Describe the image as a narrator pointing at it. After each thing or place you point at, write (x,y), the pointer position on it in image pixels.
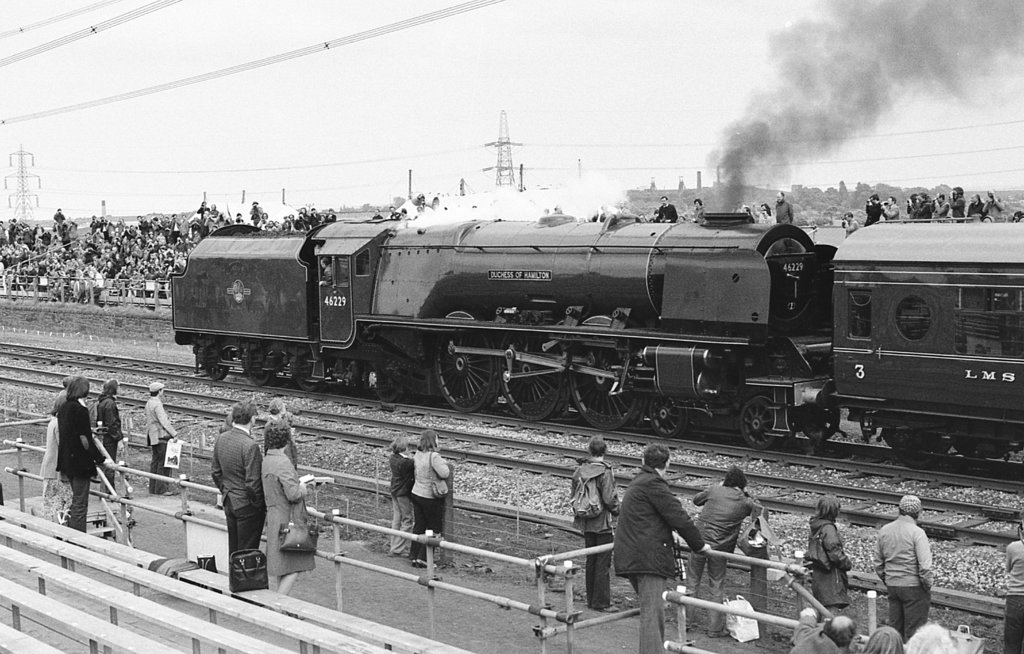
In this image I can see number of people (396,539) are standing on the platform (359,572). I can also see most of them are carrying bags (311,527) and in the front of them I can see railing (457,548). In the background (327,414) I can see few railway tracks (118,358) and on it I can see a train (1002,441). I can also see two towers (27,184), few wires (56,18) and I can also see number of people (203,233) in the background (991,205). I can see this image is black and white in colour.
